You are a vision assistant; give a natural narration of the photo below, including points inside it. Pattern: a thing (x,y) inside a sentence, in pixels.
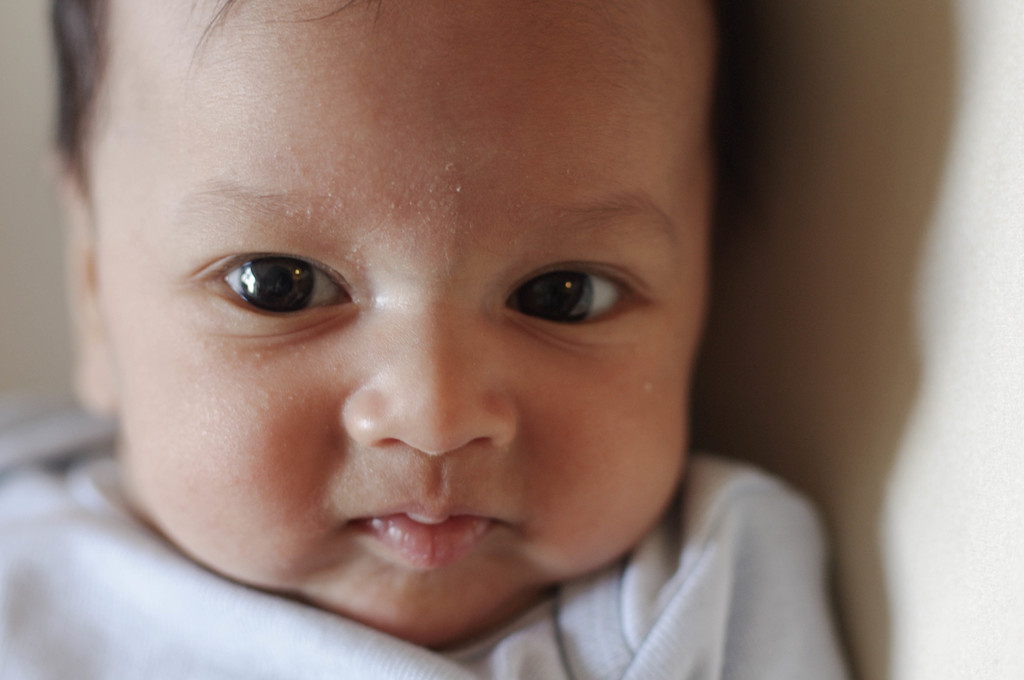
In this image there is a baby (306,629), in the background (15,139) it is blurred.
